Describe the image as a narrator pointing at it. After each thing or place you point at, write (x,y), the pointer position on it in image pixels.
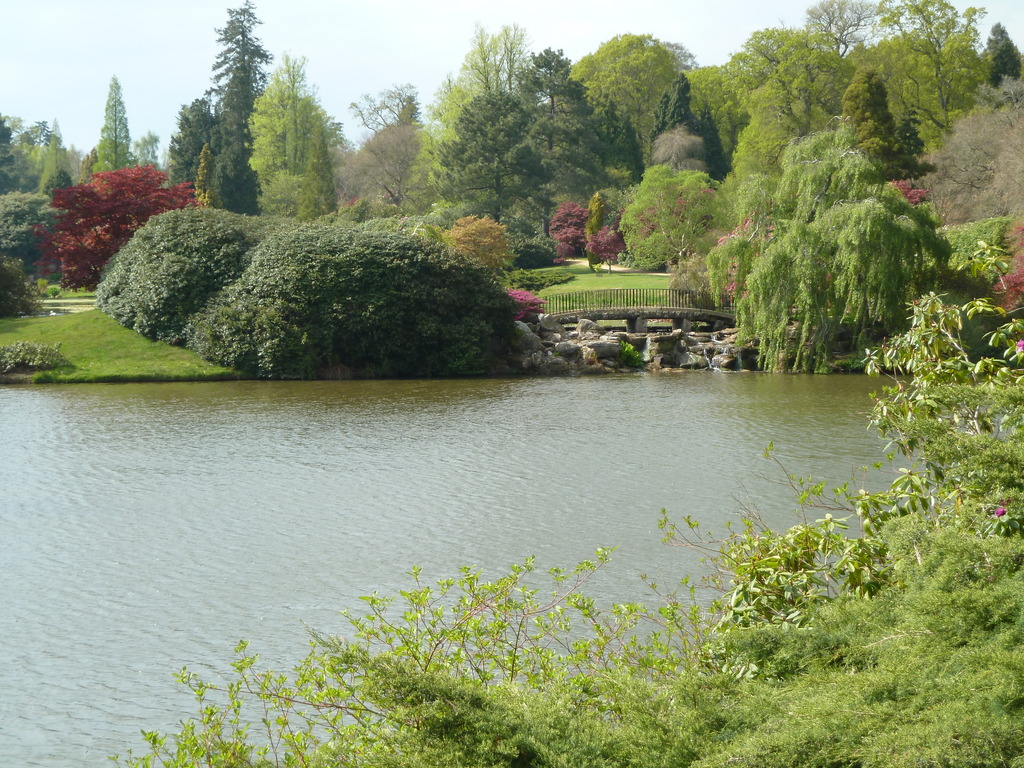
In this picture we can see water (727,492), plants (865,494), trees (822,239) and a bridge (655,302), and also we can see few rocks (688,348).
